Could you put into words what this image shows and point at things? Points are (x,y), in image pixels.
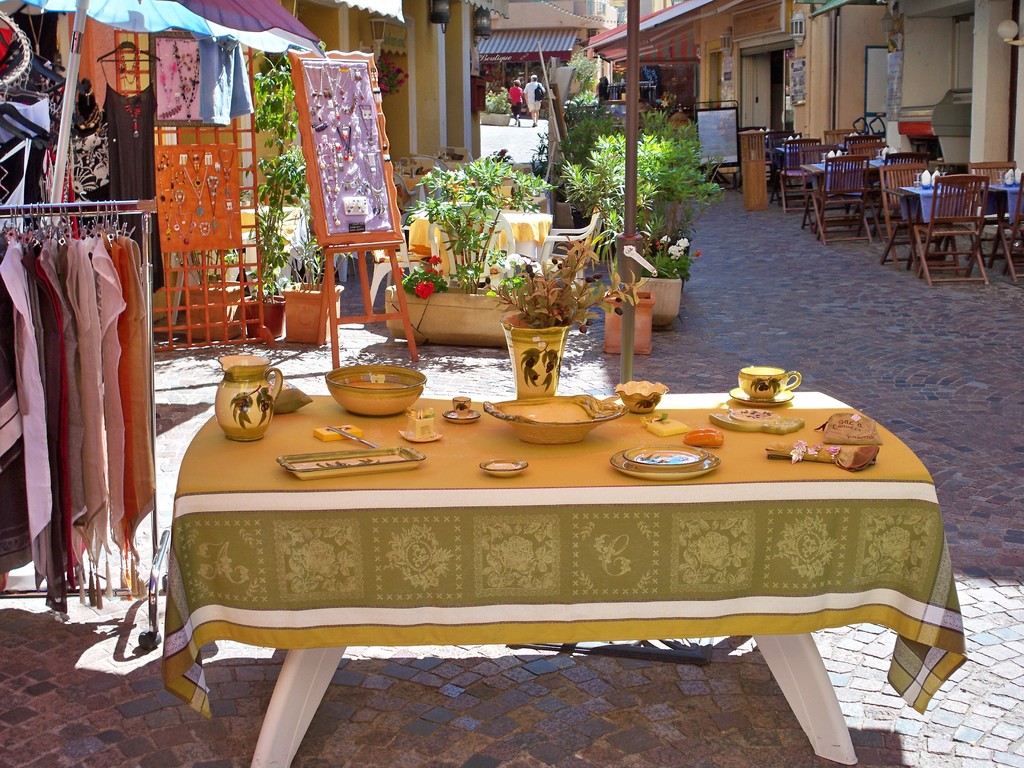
In this picture I can see a jug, flower vase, bowls (523,415), cups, saucers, plates (383,459) and some other items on the table (701,441), there are clothes (46,307) hanging to the clothes hangers (69,226), there are some items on the boards (294,66), there are plants (277,154), chairs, tables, there are two persons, there are shops (966,103).
